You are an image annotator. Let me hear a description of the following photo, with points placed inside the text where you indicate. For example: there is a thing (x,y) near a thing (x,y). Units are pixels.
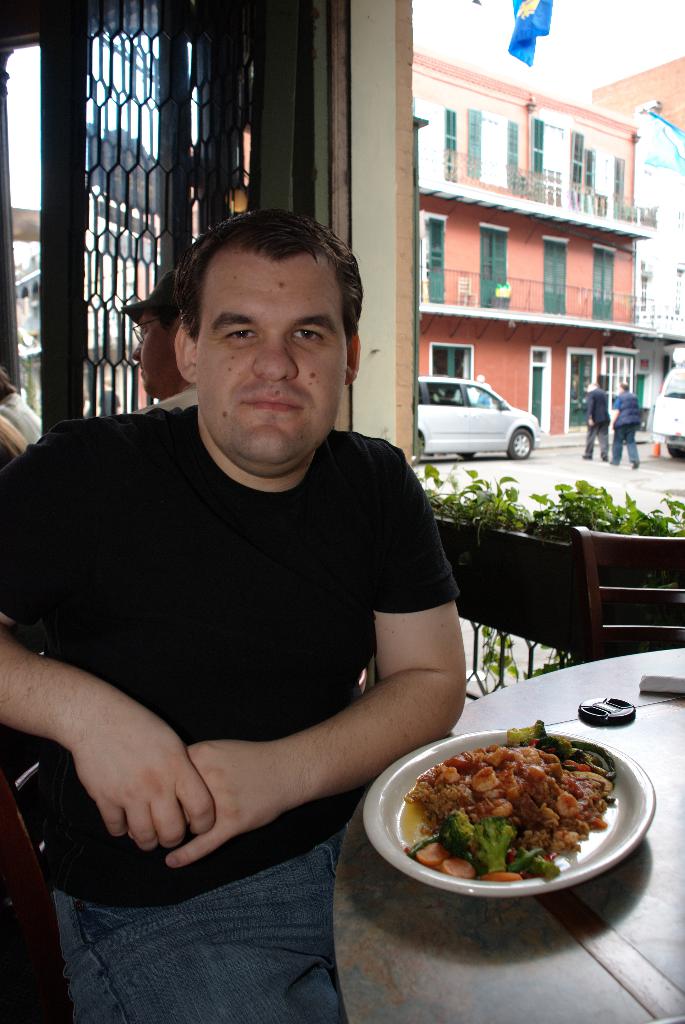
In this image we can see a person (255,537) wearing a black t shirt (253,618) and sitting on the chair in front of the dining table (504,936) and on the table (529,959) there is a plate (629,818) of food items (546,820). In the background (444,302) we can see some buildings (600,208), vehicles (472,405) and also windows (133,93). Image also consists of plants (591,507).
